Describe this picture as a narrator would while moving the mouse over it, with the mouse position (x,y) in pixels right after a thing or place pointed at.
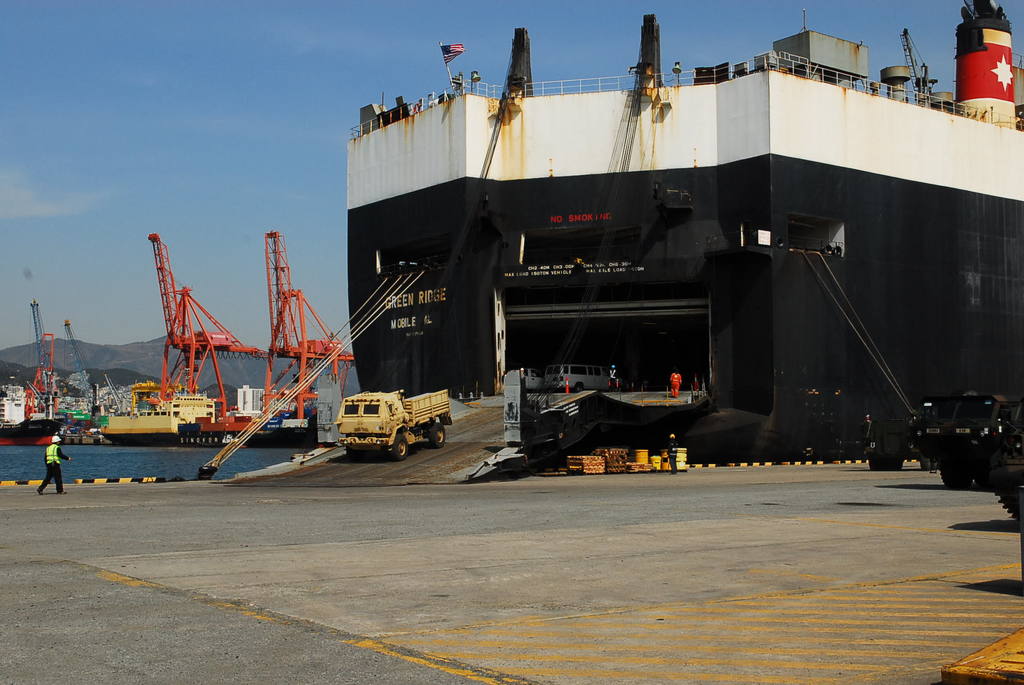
This is a shipyard (258,534). On the right side (952,462) there are few vehicles (1017,421) on the ground (706,514) and there is a ship (588,224). On the left side (121,456) I can see the water (141,460). In the background (261,402) there are buildings (246,402) and containers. At the top of the image (162,130) I can see the sky (91,241). On the left side (60,464) there is a person (51,463) walking on the ground (55,500).
